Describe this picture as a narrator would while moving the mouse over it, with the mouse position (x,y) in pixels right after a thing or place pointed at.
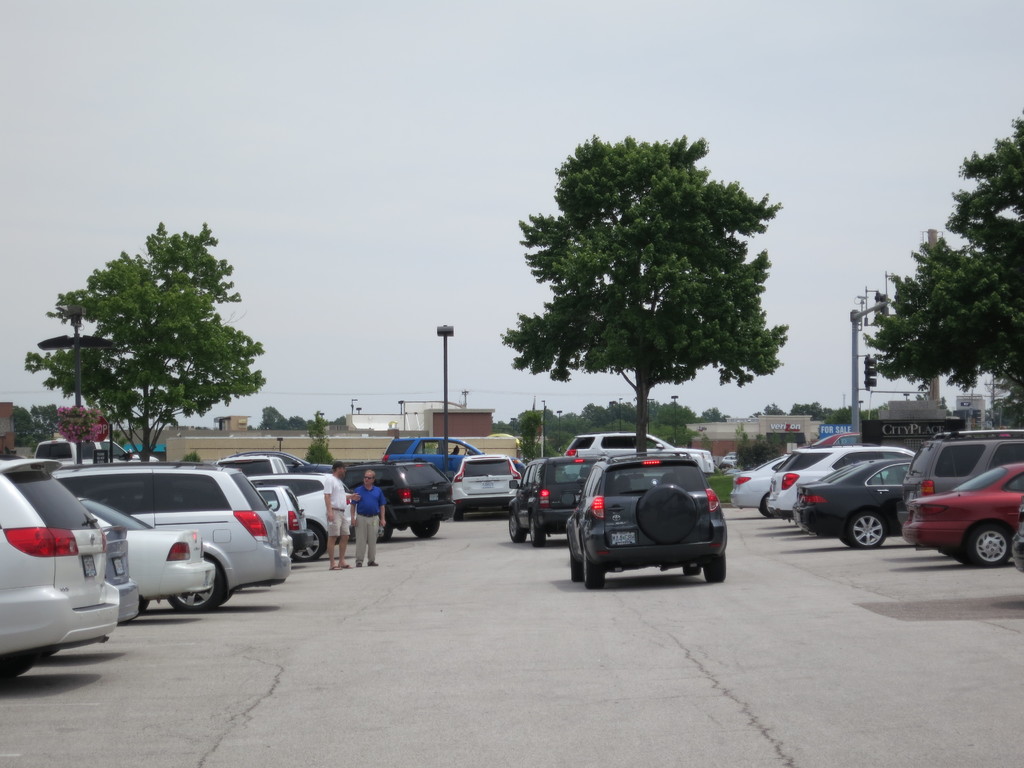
There are many vehicles (70,486) parked and some are running on the road (670,675). Two persons (377,538) are standing. In the back (238,365) there are trees (768,351), buildings (728,425), poles (560,411) and sky (399,106).
